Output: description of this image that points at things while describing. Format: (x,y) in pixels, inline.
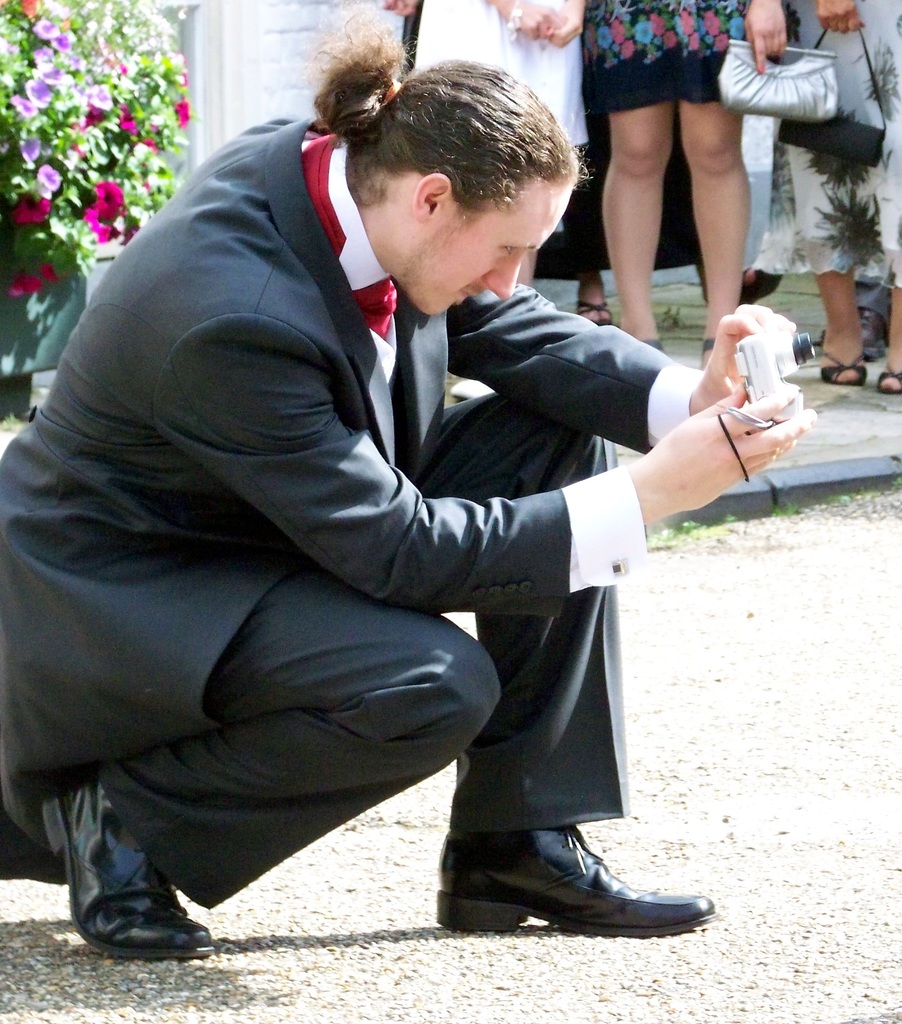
In this image I can see the person (172,754), the person (413,715) is wearing black blazer (261,354), white shirt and red color tie (379,305) and the person (716,419) is holding some object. Background (837,192) I can see few flowers (111,197) in pink, purple and white color and I can also see few persons (621,20) standing.
